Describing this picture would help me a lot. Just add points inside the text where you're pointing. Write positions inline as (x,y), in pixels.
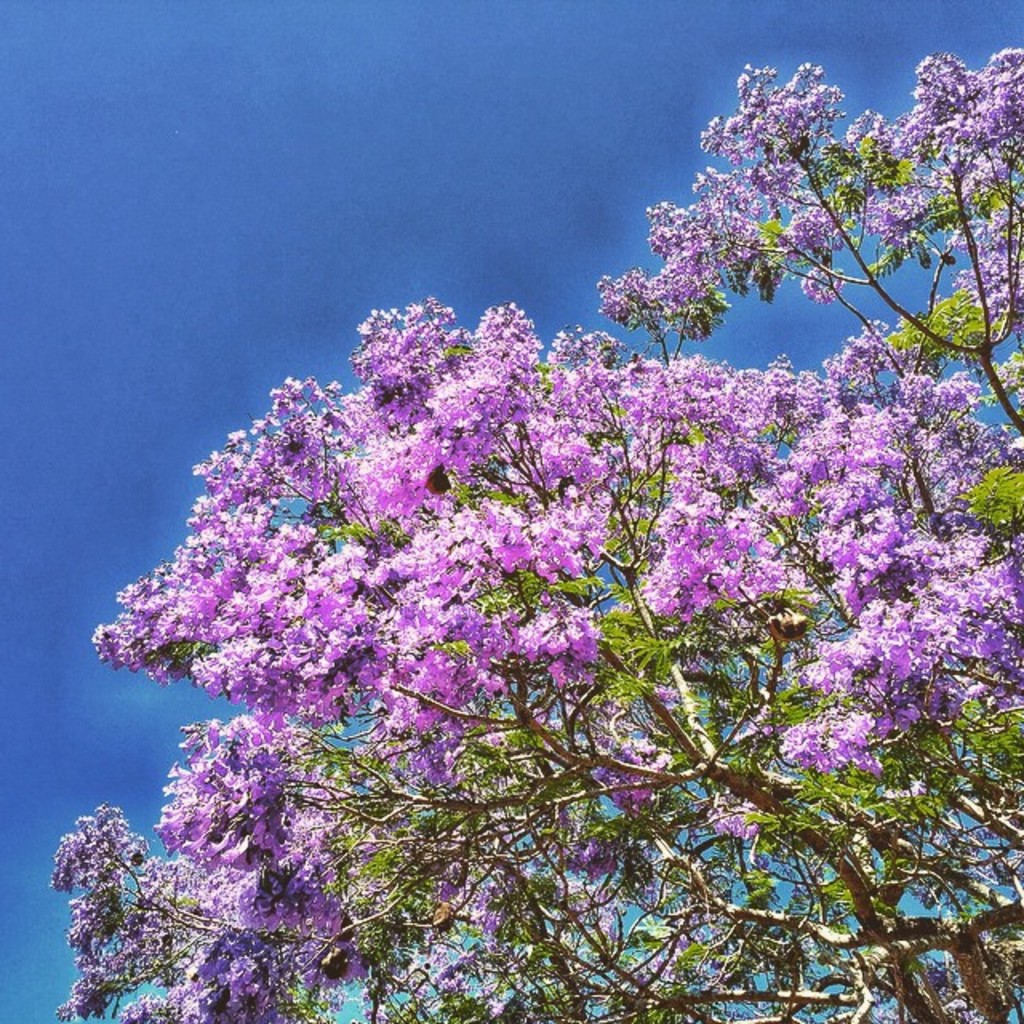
In this image there is a tree (590,492) with purple flowers (840,511), in the background (433,163) there is a blue sky (328,204).
